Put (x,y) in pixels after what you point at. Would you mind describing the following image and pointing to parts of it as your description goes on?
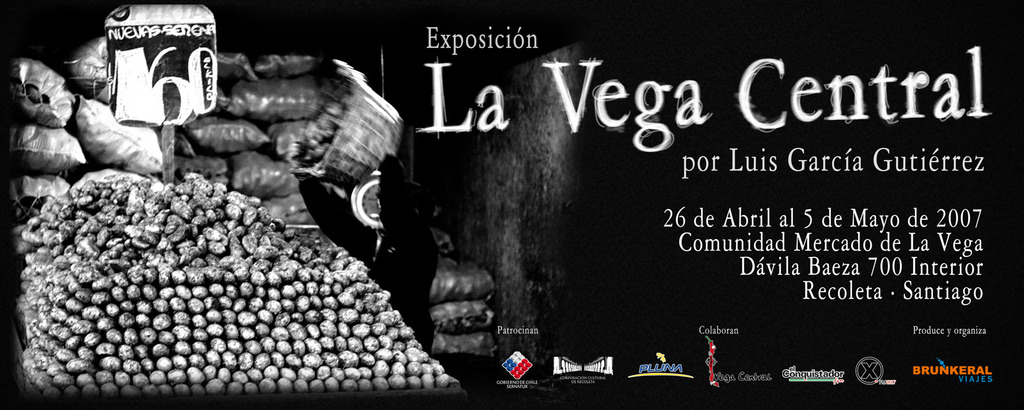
In this image I can see some objects (135,279), board (190,67) and the bags (218,137). I can see something is written on the image. And there is a black background (611,227).
